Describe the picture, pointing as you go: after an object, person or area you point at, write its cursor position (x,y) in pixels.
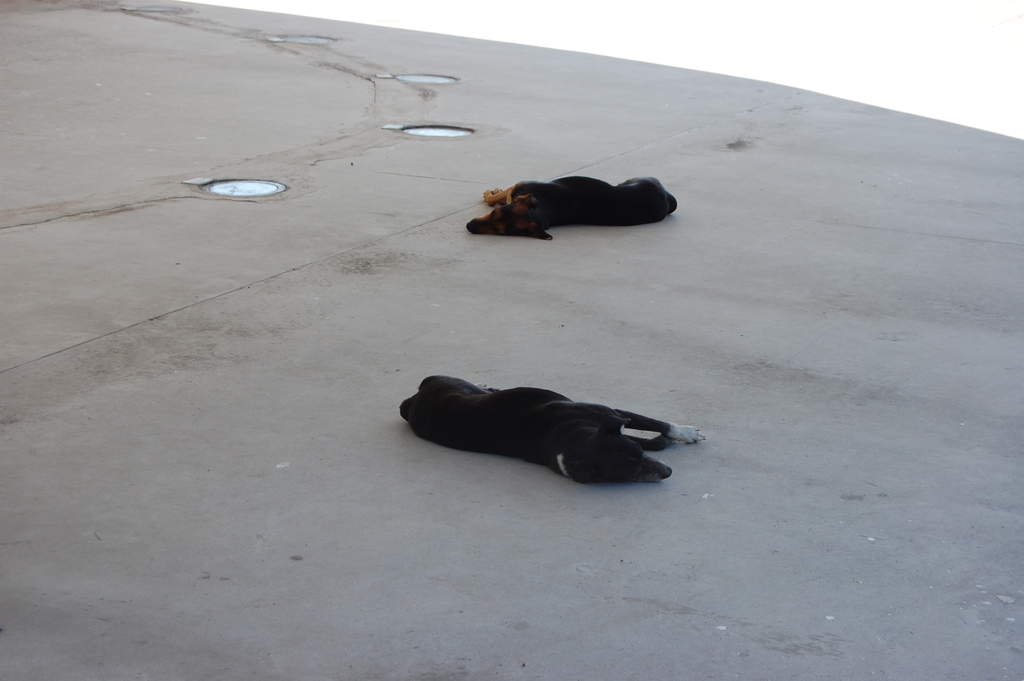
In the picture I can see two black color dogs (539,393) are lying on the ground (492,311). I can also see some other objects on the ground (276,133). The background of the image (833,47) is white in color.
